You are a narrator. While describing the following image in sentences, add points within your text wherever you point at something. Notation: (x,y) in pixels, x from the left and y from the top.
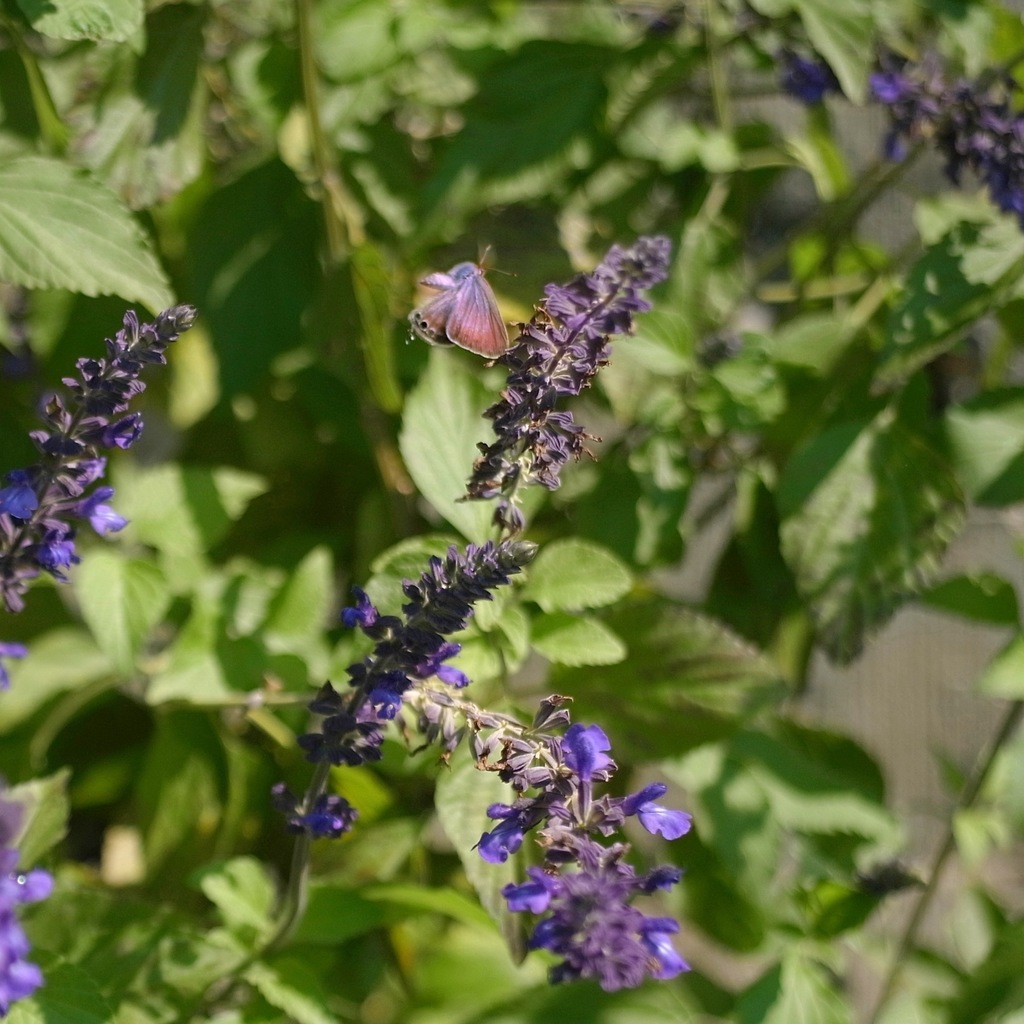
Front portion of the image we can see a plant (545,850) and insect (494,345). Background (552,94) portion of the image it is blurry and we can see leaves (768,536).
